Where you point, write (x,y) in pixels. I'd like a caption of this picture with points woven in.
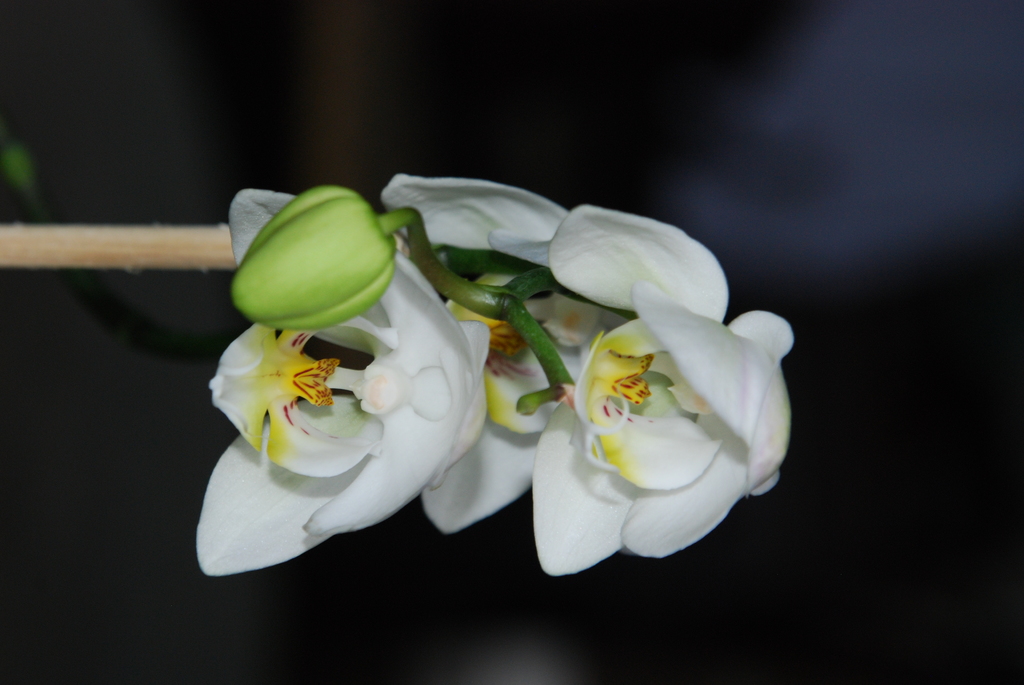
In this image I can see few flowers (437,232) in white and yellow color and I can see black color background (417,126).
